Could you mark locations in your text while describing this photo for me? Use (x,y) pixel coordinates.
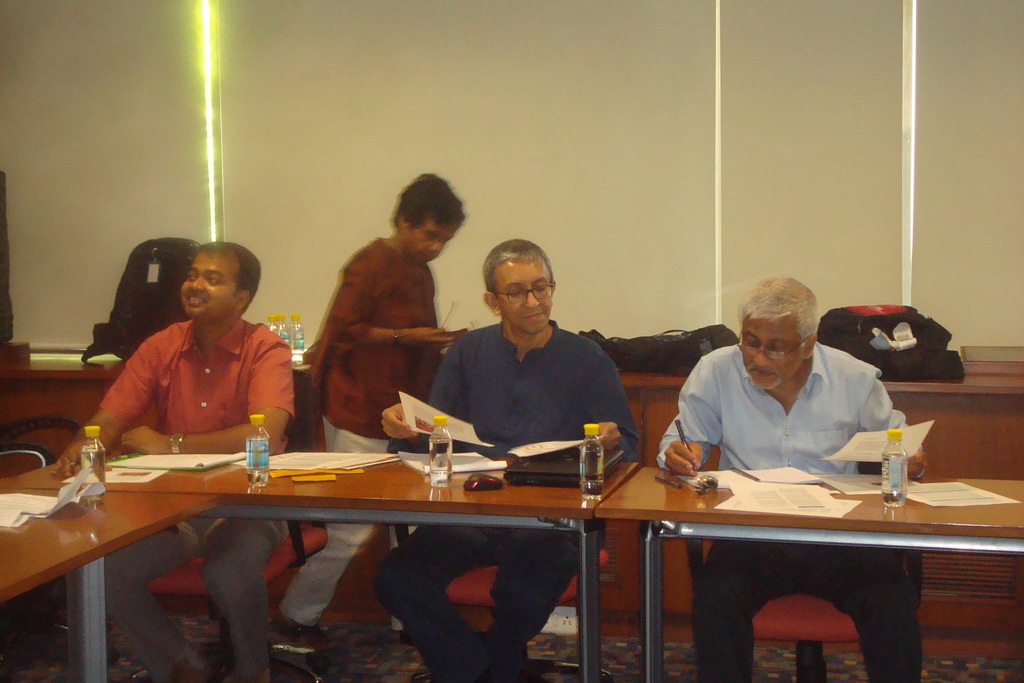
in the picture there are four persons (412,369) in which three men (808,441) are sitting on a chair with a table (25,488) in front of them and having books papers (126,481) bottles (445,465) in front of them, here we can also see a person (418,315) walking behind them there are bags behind the person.
